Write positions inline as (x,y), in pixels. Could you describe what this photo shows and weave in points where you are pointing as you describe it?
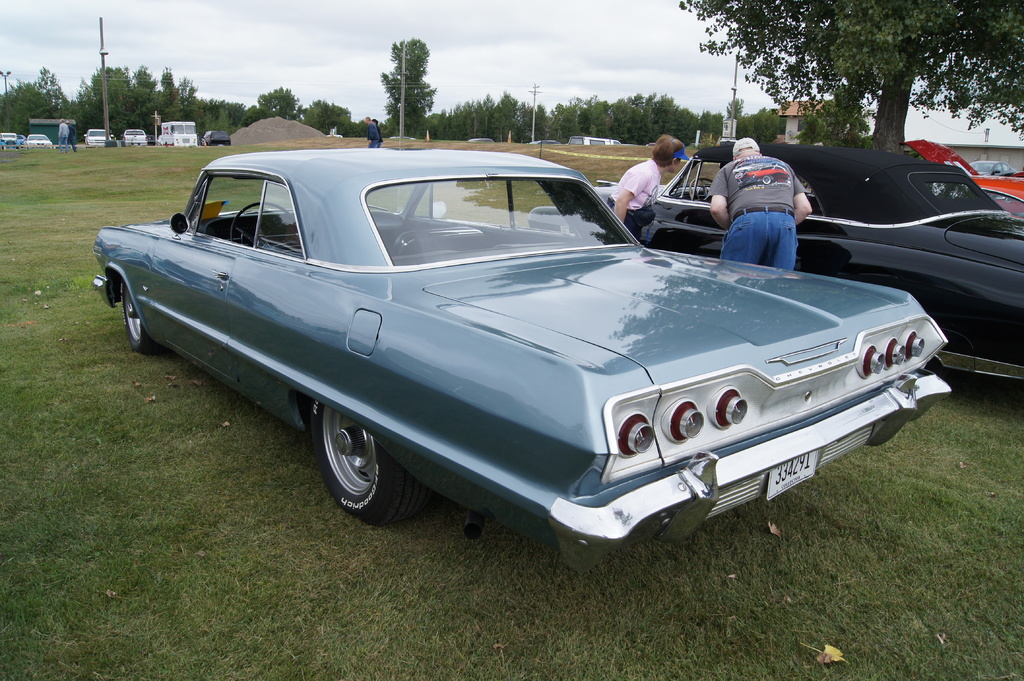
In this image I can see the cars (881,403) on the ground (593,623). To the side of the black car (695,189) I can see two people (733,211) with different color dresses (739,230). In the background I can see few more people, vehicles (13,137), poles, many trees (419,101) and the sky (438,70).
